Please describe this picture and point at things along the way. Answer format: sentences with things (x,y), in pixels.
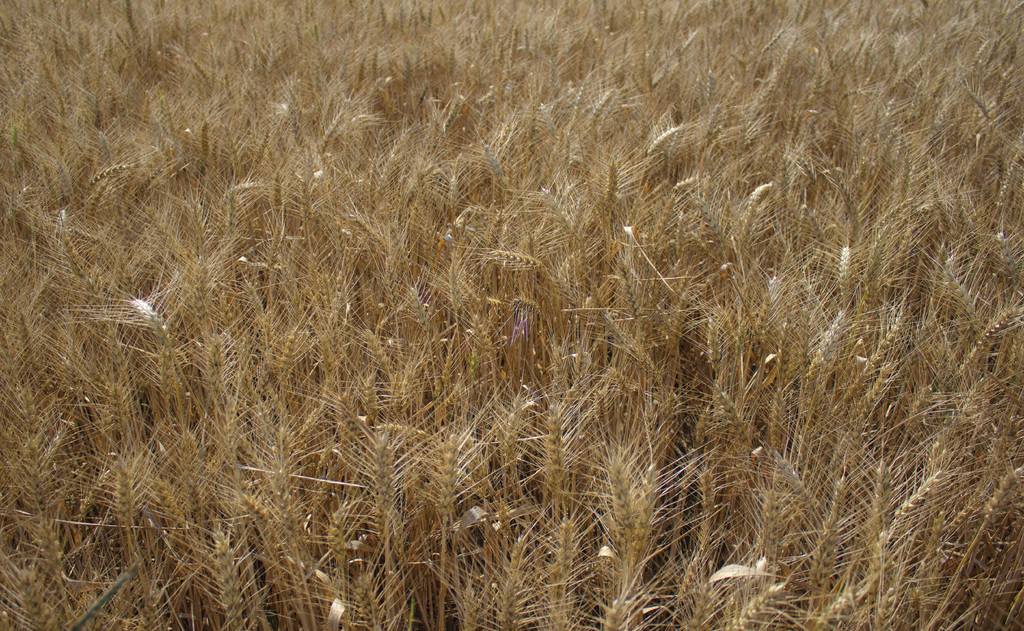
In this image there is a dry grass (298,444).
